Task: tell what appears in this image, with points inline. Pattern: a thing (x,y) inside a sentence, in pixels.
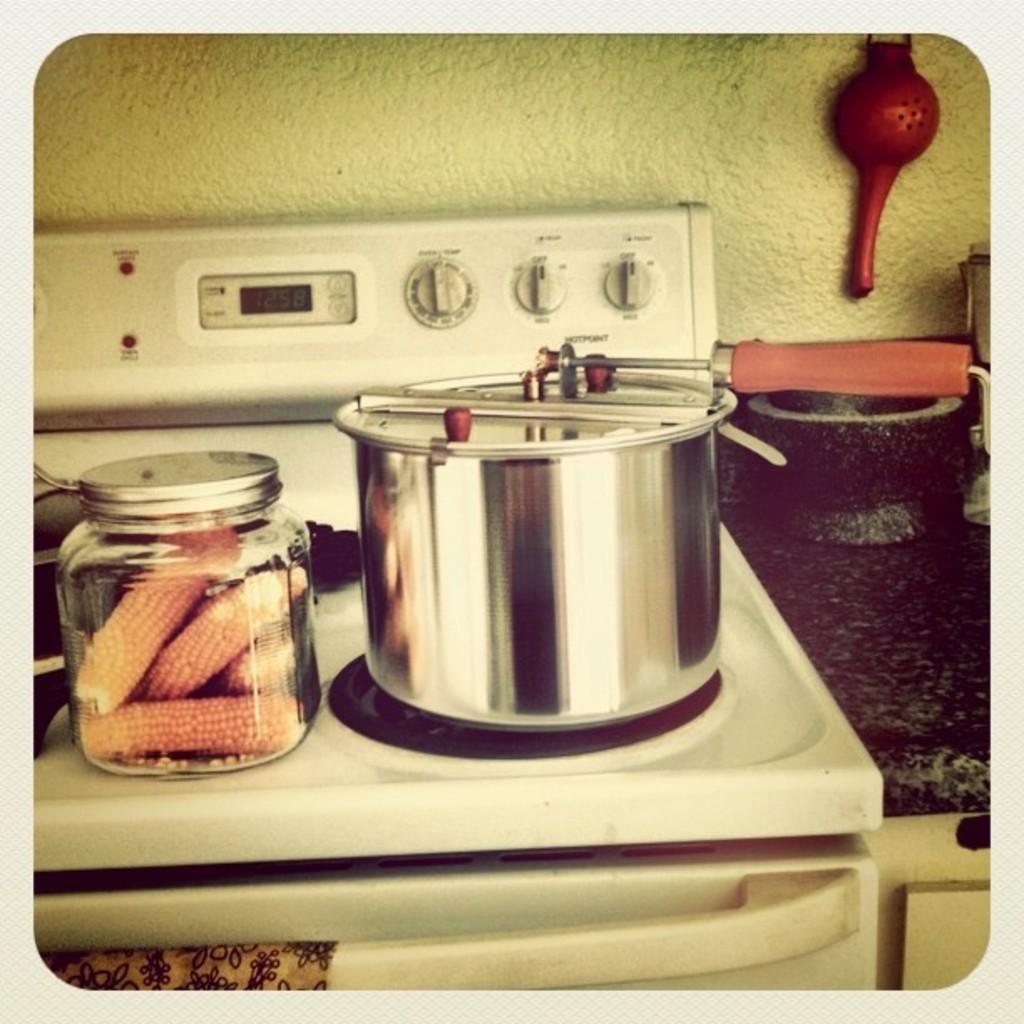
In this image we can see a stove (478,752) which is in white color. Here there is a cooking pot (529,618) and container (314,662). At the bottom (452,973), we can see a handle (671,926) and cloth (209,978). Right side of the image (960,774), there is a platform (928,743), a few things (984,319) we can see here. Background (620,140) there is a wall (603,122). In the container (245,617), we can see corn (105,677).
